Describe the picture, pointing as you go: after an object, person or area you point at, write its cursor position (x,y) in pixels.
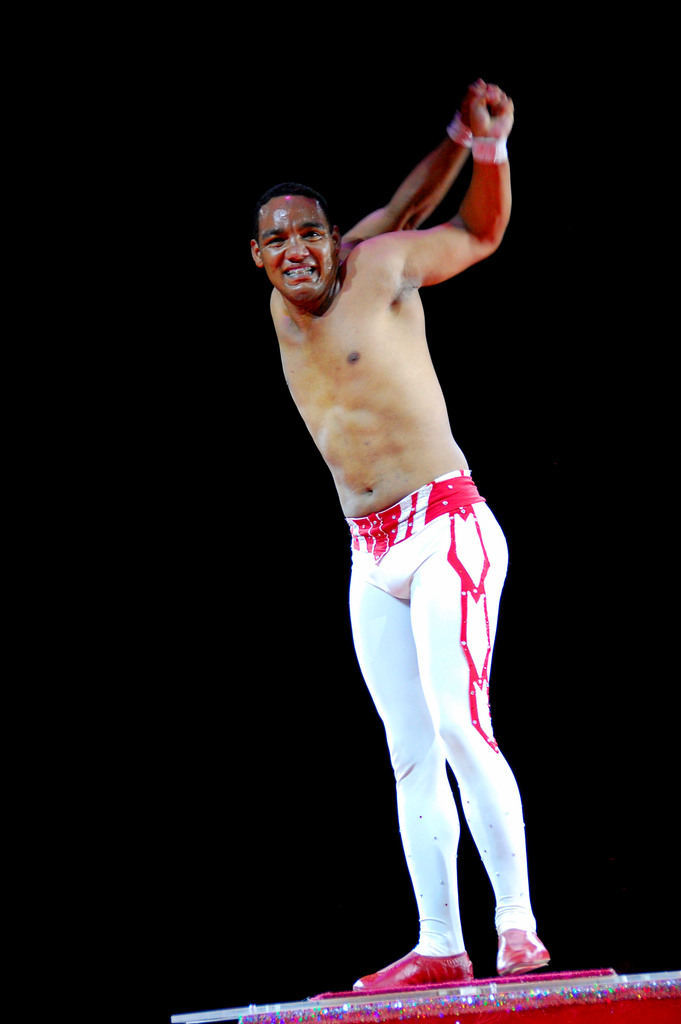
In the image there is a man (362,296) in white sweatpants (449,722) shirtless standing on the stage (356,1014).
